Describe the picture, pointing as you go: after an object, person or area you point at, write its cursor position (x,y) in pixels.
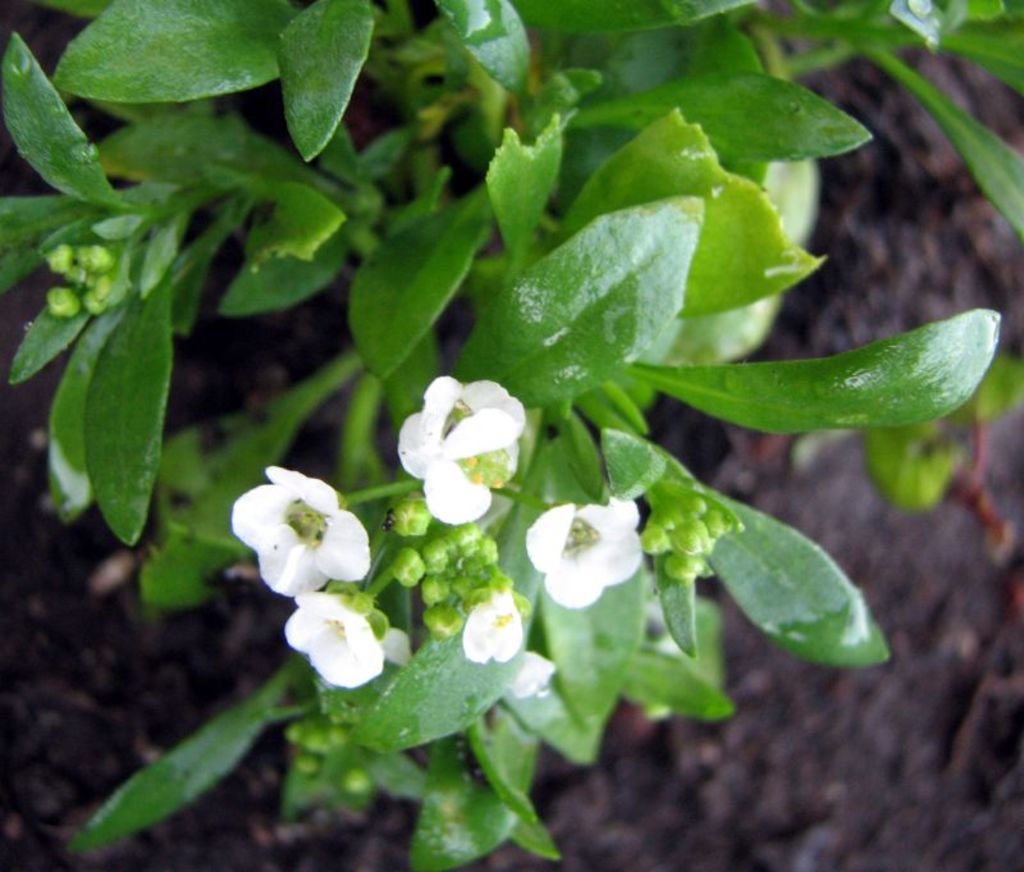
In the picture we can see some plants (318,783) with white color flowers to it and under the plants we can see a muddy path (914,609).
